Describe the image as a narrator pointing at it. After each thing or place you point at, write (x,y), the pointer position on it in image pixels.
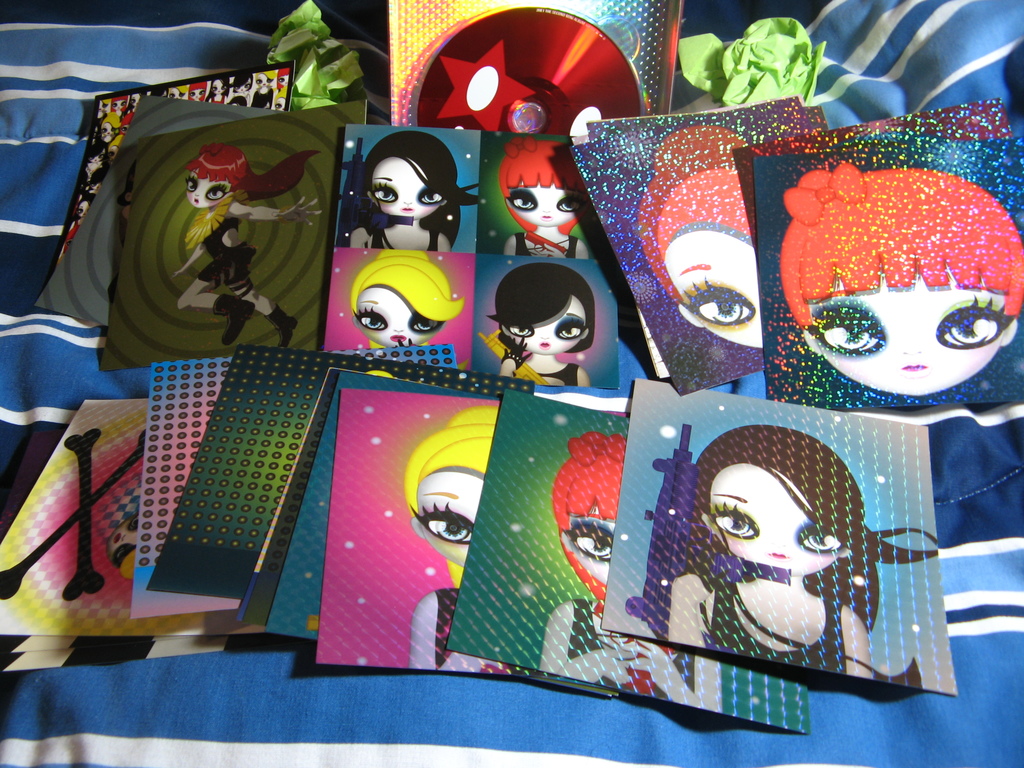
In this image there are graphic images (400,499) on the cards (429,382) and there are some objects (787,53) on the cloth (497,718).
